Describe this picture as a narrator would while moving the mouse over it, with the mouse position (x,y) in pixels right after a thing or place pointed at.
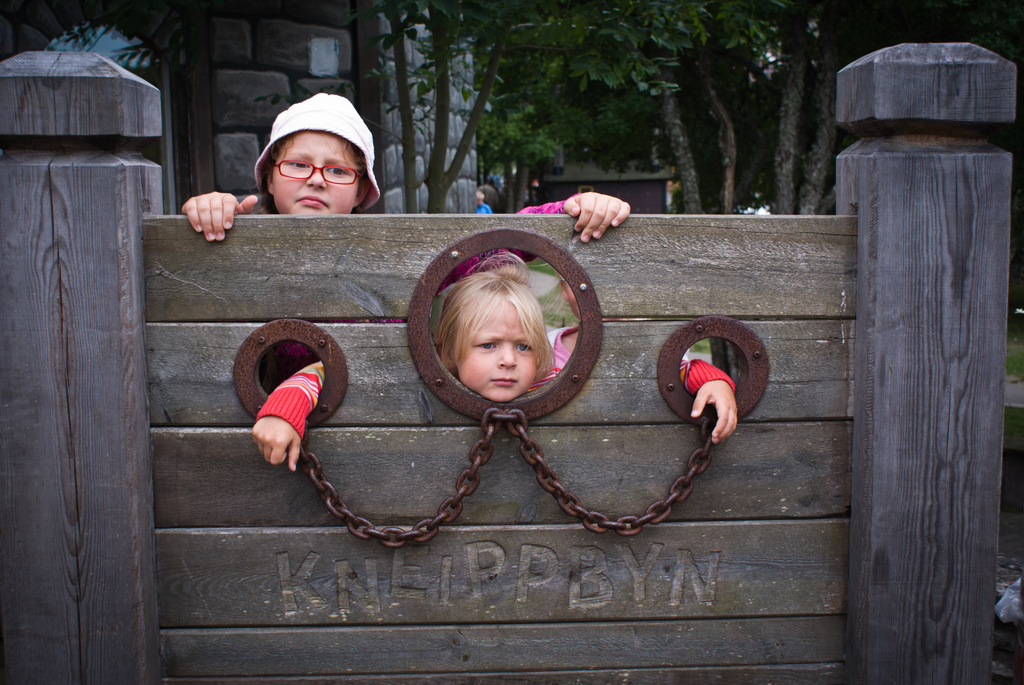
In this image I can see a wooden wall (457,579) with some text (291,591) written on it. I can see two people (277,150). In the background (455,168), I can see the buildings (470,168) and the trees (504,82).
